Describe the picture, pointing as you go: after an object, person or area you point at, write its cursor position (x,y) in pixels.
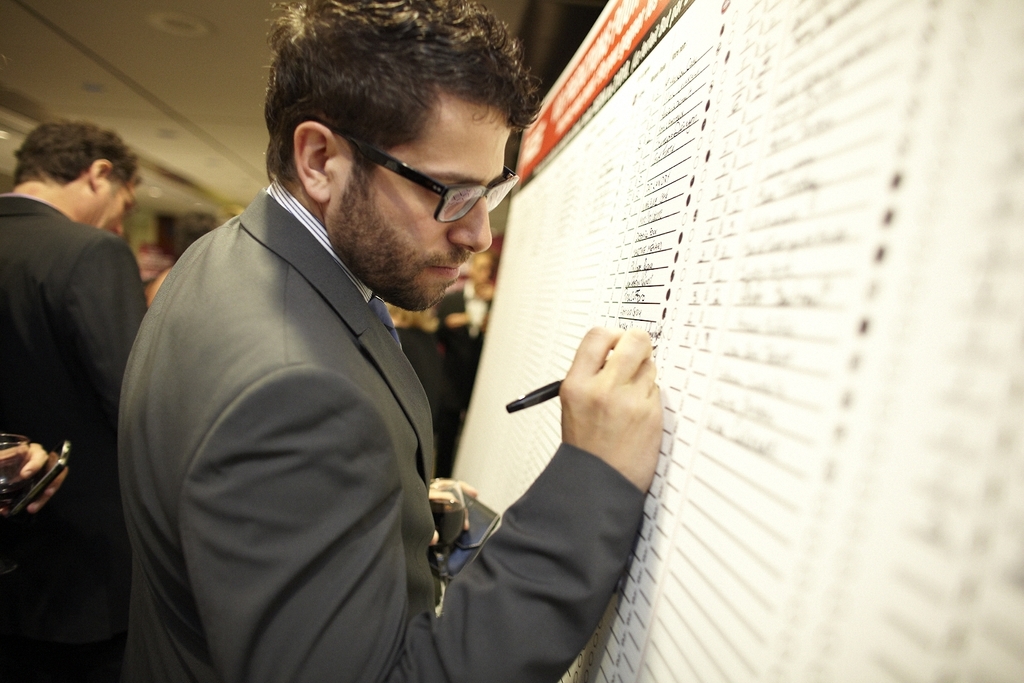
There is a person (368,443) in suit (395,528), holding an object (477,535) with one hand (433,493) and holding a pen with other hand (625,342) and writing on a board (661,307). In the background (438,331), there are other persons (98,216) standing on the floor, there is a roof (131,137) and there are other objects (14,484).
